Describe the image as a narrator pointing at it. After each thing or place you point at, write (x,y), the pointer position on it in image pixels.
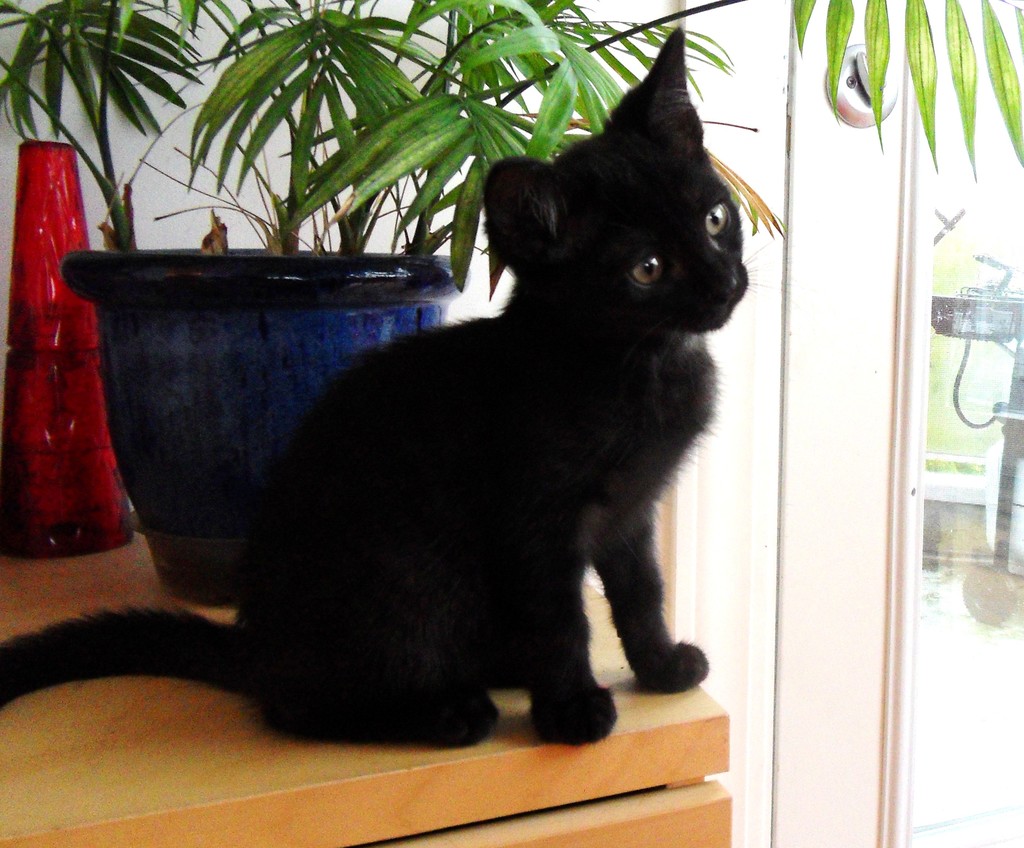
In this picture we can see a black cat (337,509) and a houseplant (121,274) on a wooden platform (69,815) and in the background (1019,338) we can see grass (967,409) and an object (992,308).
